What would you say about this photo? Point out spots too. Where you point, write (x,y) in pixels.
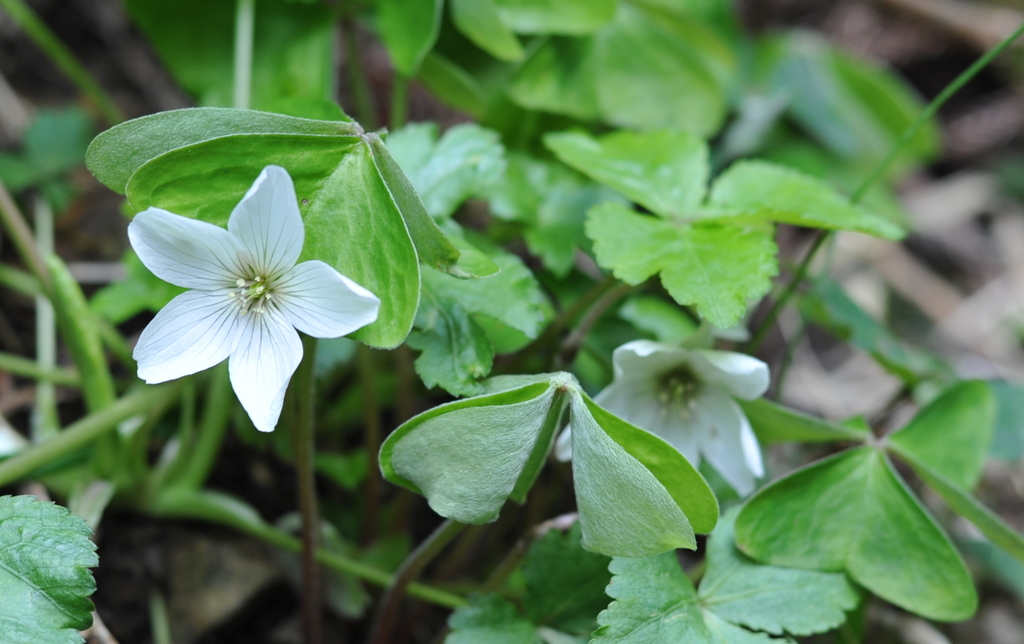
In this image there are plants (481,356) having flowers (669,352) and leaves (612,264). Background (614,230) there are plants (453,379) on the land (962,336).
